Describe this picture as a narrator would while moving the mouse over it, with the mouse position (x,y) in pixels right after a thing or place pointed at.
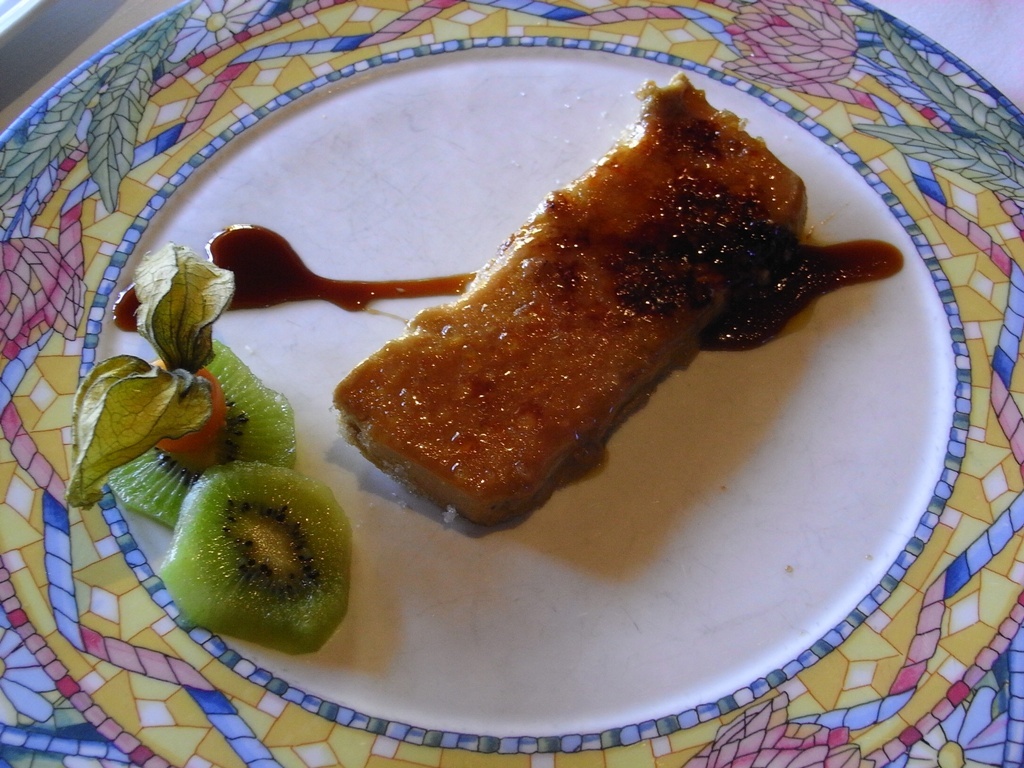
In this image we can see food item (447,345), cream (245,280), fruit slices (281,544) and leaves (176,365) on a plate (169,227) on the platform (1013,93).
